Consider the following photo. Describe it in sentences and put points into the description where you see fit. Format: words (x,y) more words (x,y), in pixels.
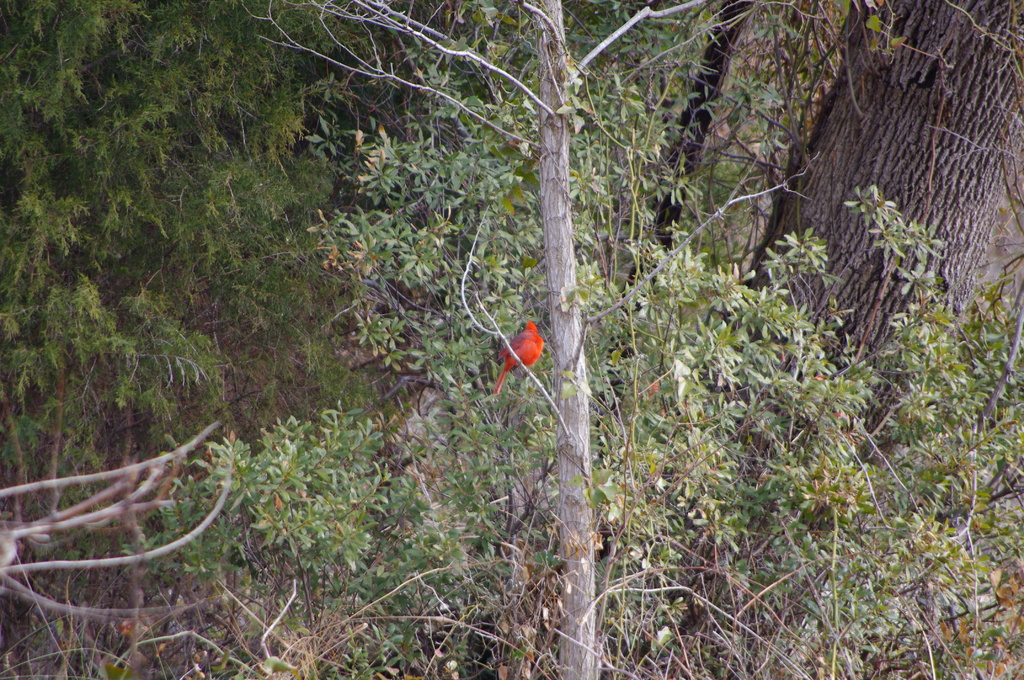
In this image we can see some plants (453,270), trunk (950,64) and bird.
